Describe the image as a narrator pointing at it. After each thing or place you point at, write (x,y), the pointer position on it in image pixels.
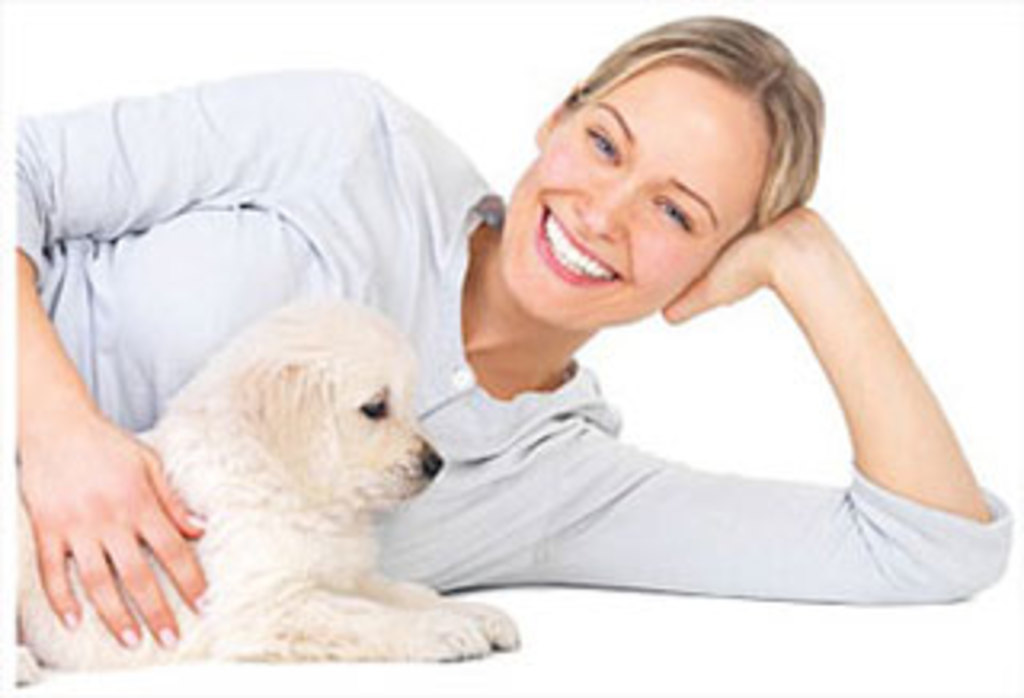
On the left side of the image (176,422) there is a dog (286,600). The lady (93,507) who is lying beside to the dog (361,392) is smiling.
